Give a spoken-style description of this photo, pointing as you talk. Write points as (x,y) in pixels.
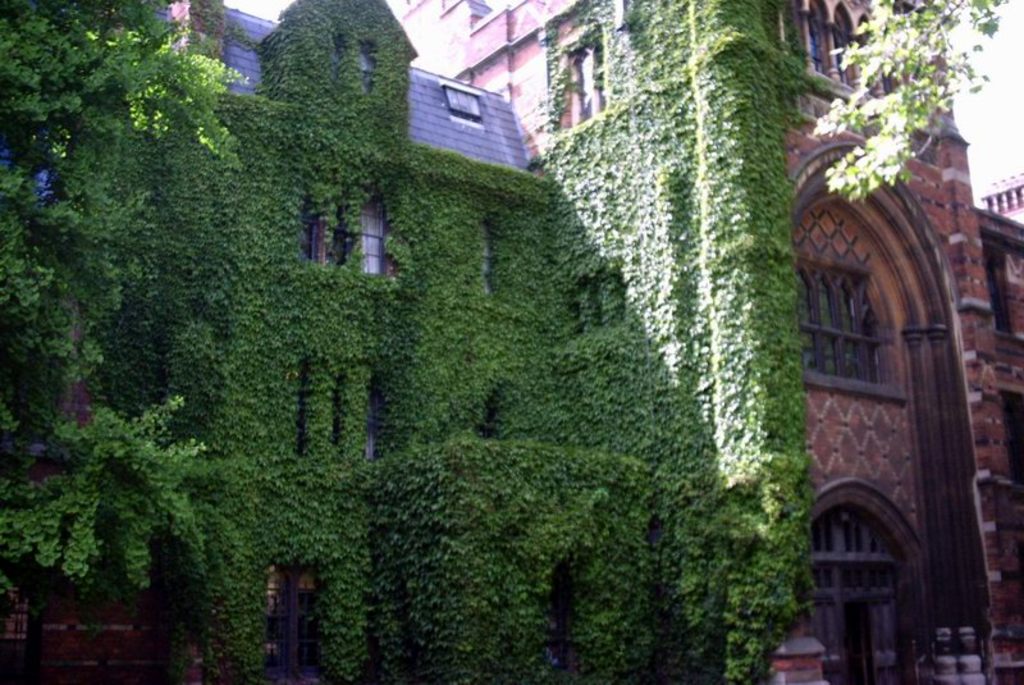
Here in this picture we can see a building (495,321) with number of windows (860,311) present over a place and we can see it is fully covered with plants (364,348) and we can also see trees (58,267) present.
